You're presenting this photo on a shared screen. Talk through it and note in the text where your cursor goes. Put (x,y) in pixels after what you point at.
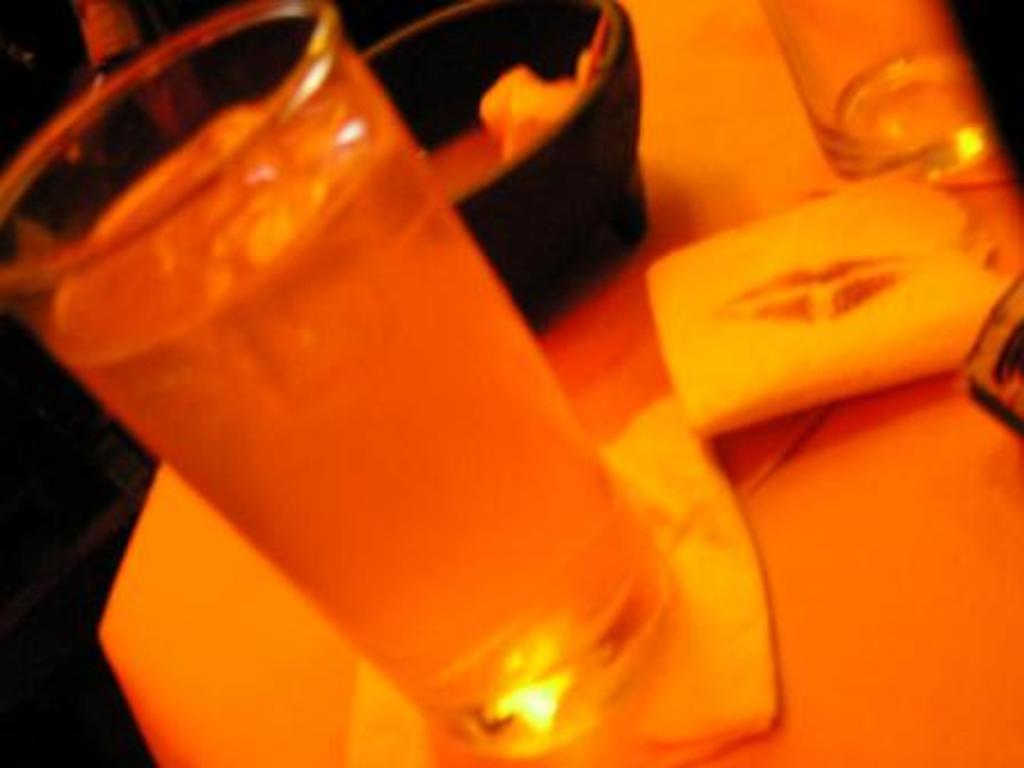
On this surface (881,638) we can see a bowl (600,164), glasses (907,53) and tissue papers (943,295). In this glass (460,387) there is a liquid (333,551).
